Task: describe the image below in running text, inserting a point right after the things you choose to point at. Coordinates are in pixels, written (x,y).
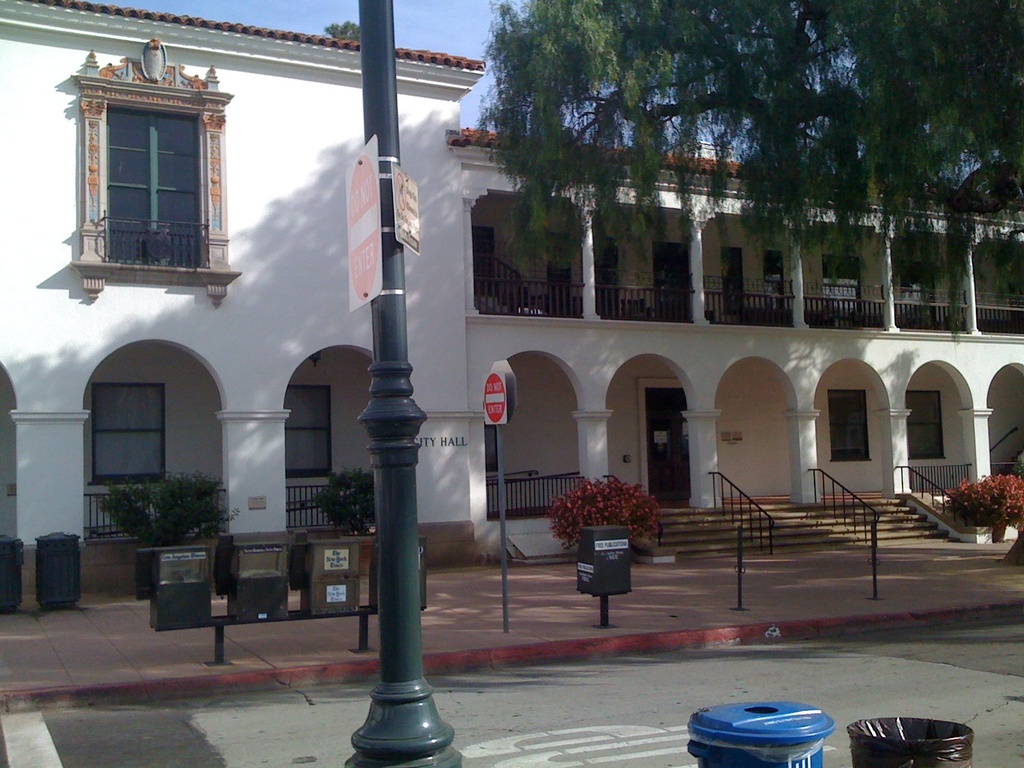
In this picture we can see the road (581,685), tree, plants (345,487), dustbins (56,562), signboards (408,223), poles (385,609), railings (865,516), building (276,362) with windows (168,158) and in the background (276,7) we can see the sky (431,22).
